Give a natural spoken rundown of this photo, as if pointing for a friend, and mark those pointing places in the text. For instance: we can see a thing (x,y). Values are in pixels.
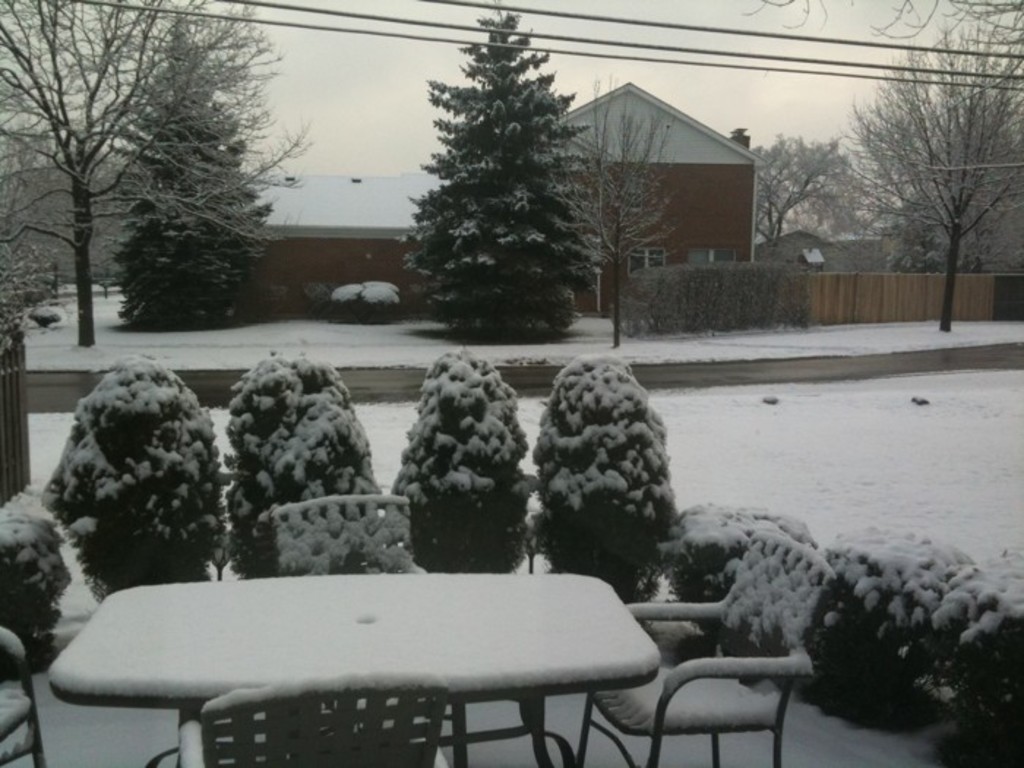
In this image I can see the colour picture in which I can see few chairs (319,745) which are black in color around the table (389,590) and I can see snow (343,636) on them. I can see few trees (200,503), the road (1016,367), snow (915,443) on the ground (919,481) and a building (698,245). In the background (235,237) I can see few trees (252,229), few wires (729,66) and the sky (356,102).
